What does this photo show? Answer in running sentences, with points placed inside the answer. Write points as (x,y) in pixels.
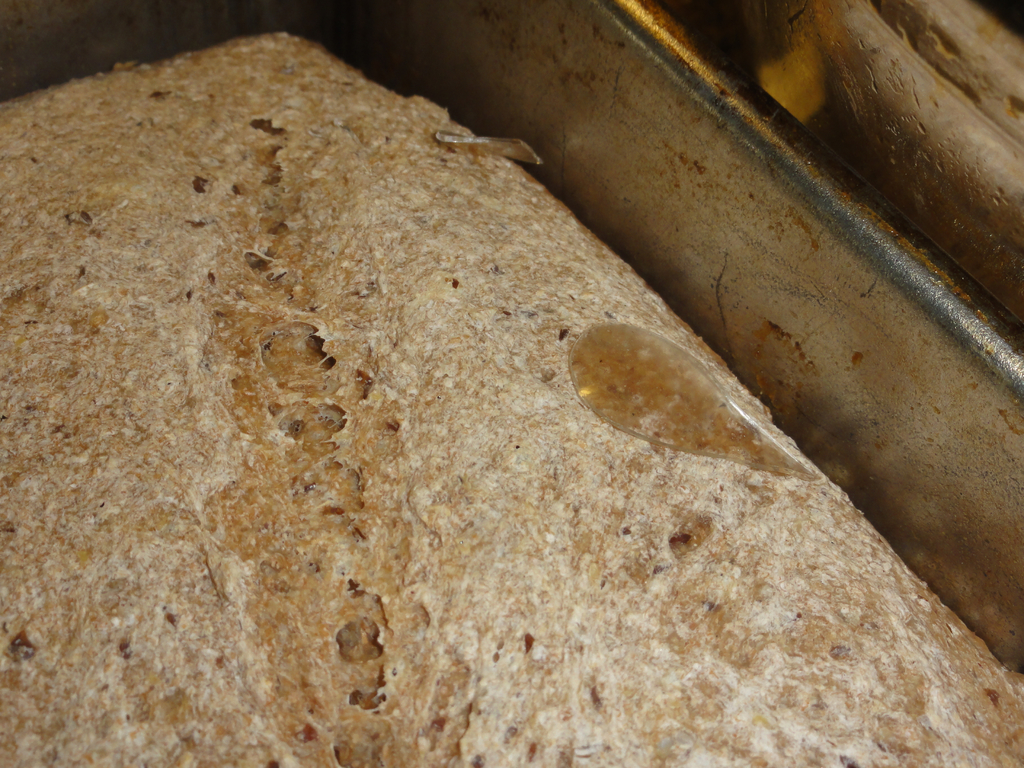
In this image we can see a food item (499,536).
